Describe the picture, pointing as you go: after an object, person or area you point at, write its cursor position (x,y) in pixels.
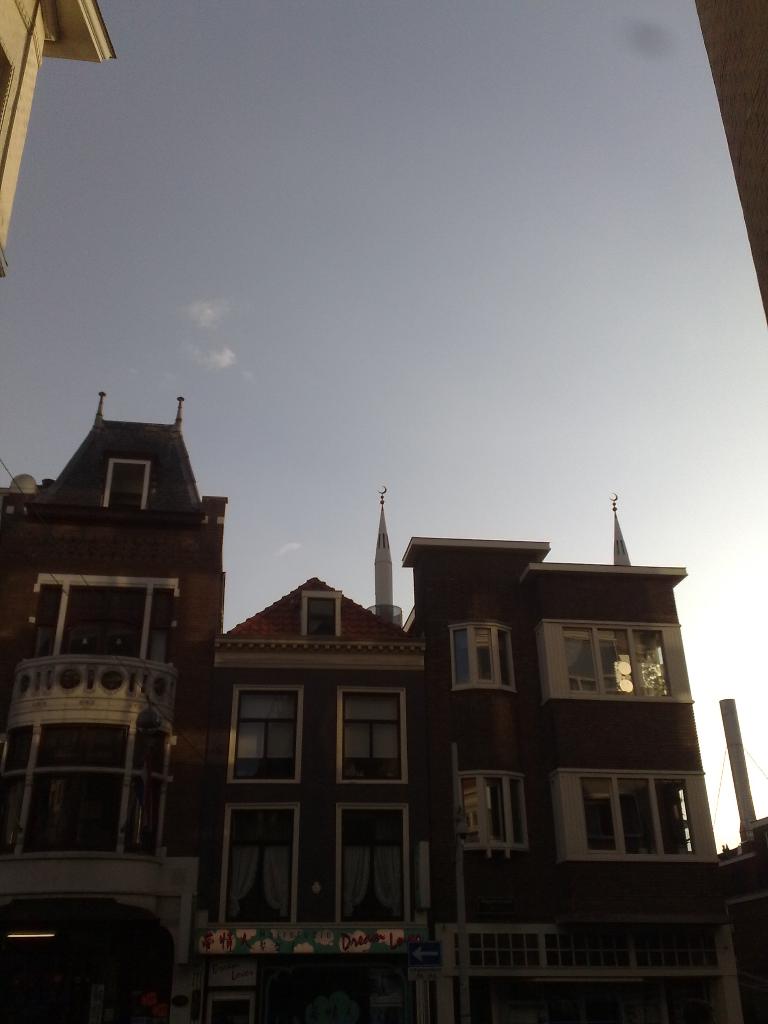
This image consists of a building (338,767) along with windows (355,805) and doors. The building (378,801) is in brown color. To the top (437,223), there is sky (440,316).
